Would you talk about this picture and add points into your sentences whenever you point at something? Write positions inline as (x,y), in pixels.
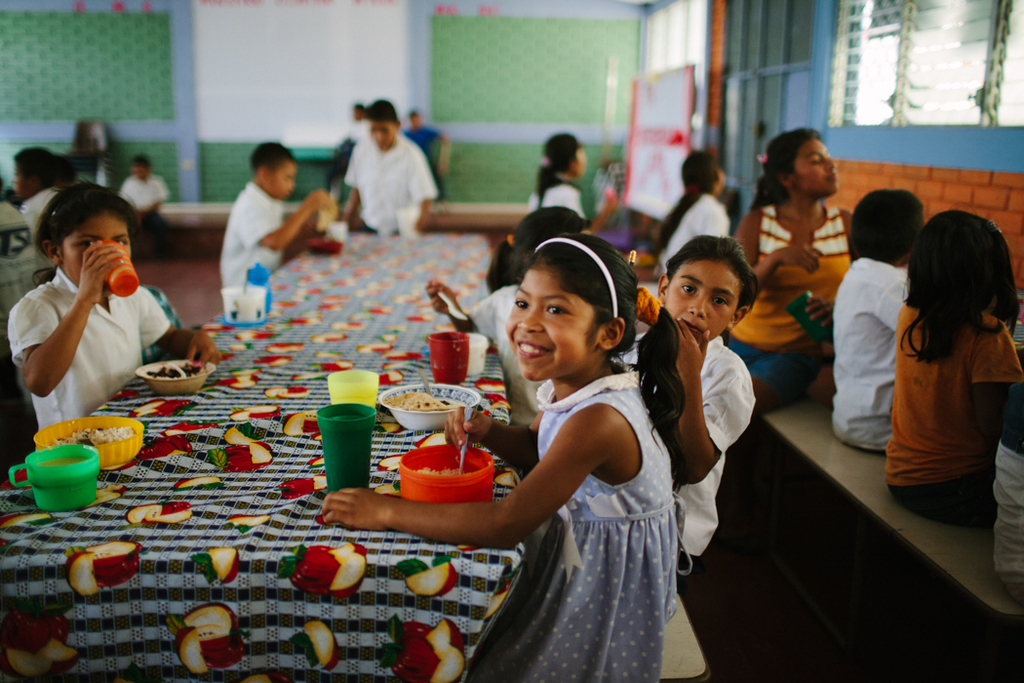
In this given picture there are children (526,386) sitting in front of a table (506,550), on the bench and eating some food (436,400). On the table (382,444) there are some glasses (356,427), bowls (385,396) and cloth (310,365) were placed. In the background (433,190), there are some children (360,194) sitting and standing. We can observe a wall (223,75) here.
